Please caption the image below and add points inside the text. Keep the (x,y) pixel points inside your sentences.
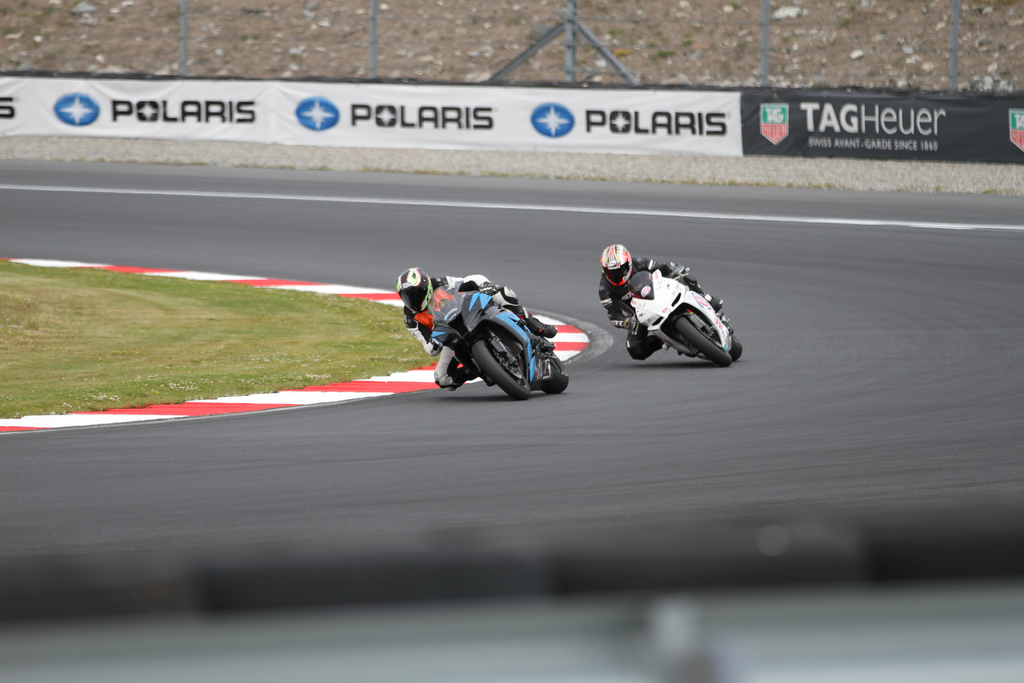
2 persons (614,293) are riding a bike (690,309) and are racing with each other. Beside this person (422,337) there is a grass (272,342). This 2 persons (519,312) wore helmet (402,299). This is a road (742,232). The banner (768,122) is around the road (943,247).
